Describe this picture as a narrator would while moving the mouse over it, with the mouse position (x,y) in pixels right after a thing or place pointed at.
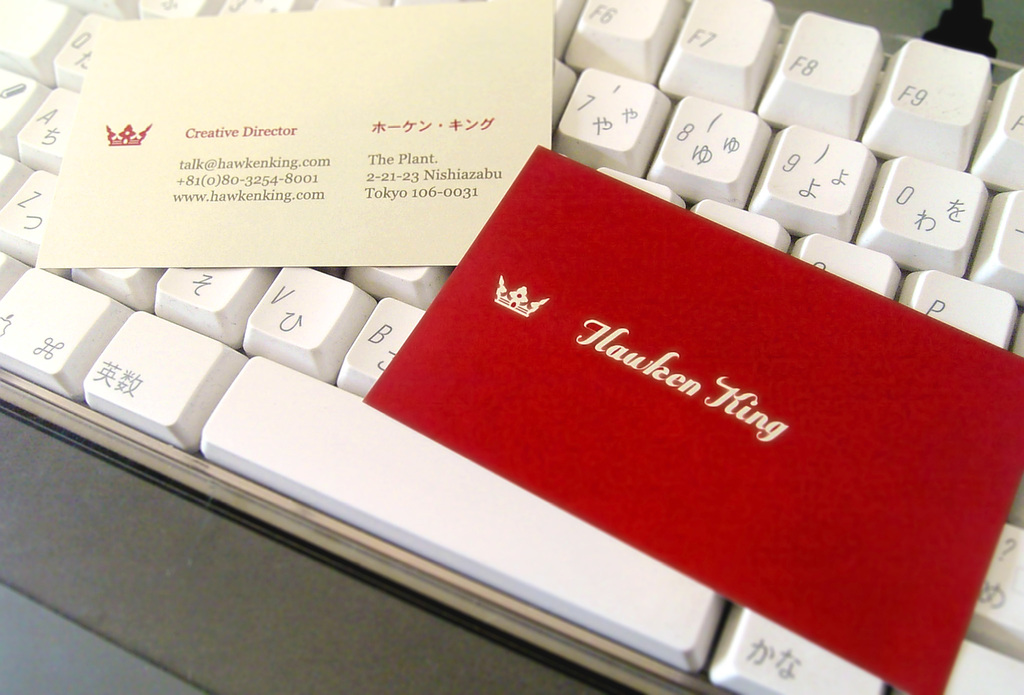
In this picture we can see couple of cards (249,123) on the keyboard (317,314).
